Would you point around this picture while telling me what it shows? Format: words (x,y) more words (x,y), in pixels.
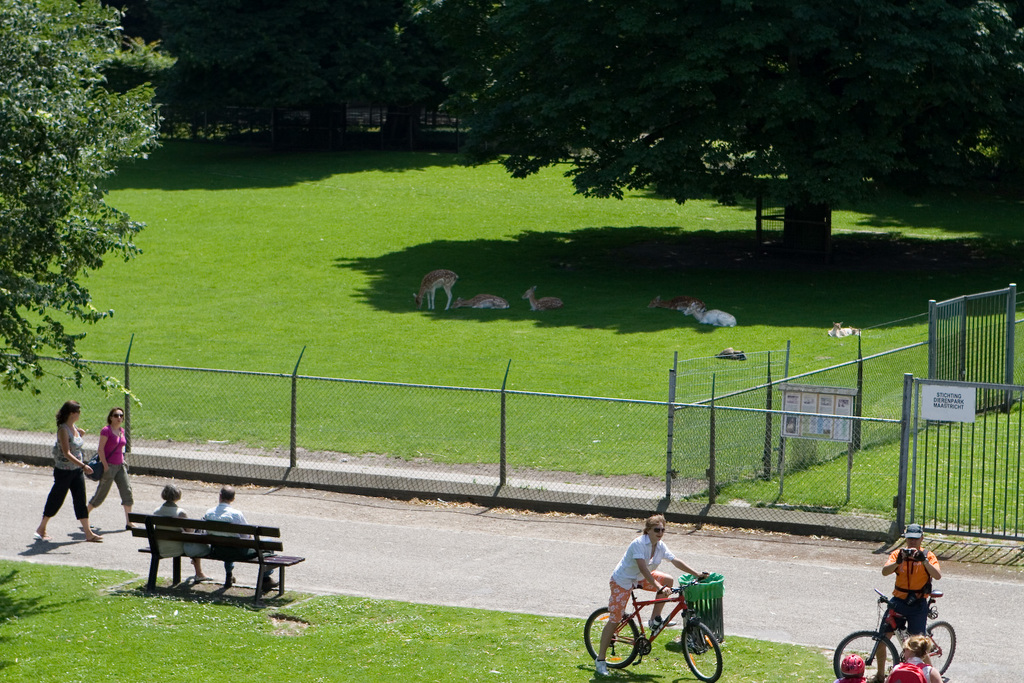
Two ladies (122,442) are walking through the road (202,506). Two persons (176,505) are sitting on the bench (256,548). One lady (621,566) is riding the cycle (648,638). There is a dustbin (709,592) near the road (740,602). There is a grass lawn (286,636). One person (922,568) wearing orange t shirt (910,574) and cap (909,536) standing near the cycle (877,638). And also there is railings (951,446). In the background (829,80) there is a tree (819,148). Some deer (689,298) are lying on the lawn (615,296).
